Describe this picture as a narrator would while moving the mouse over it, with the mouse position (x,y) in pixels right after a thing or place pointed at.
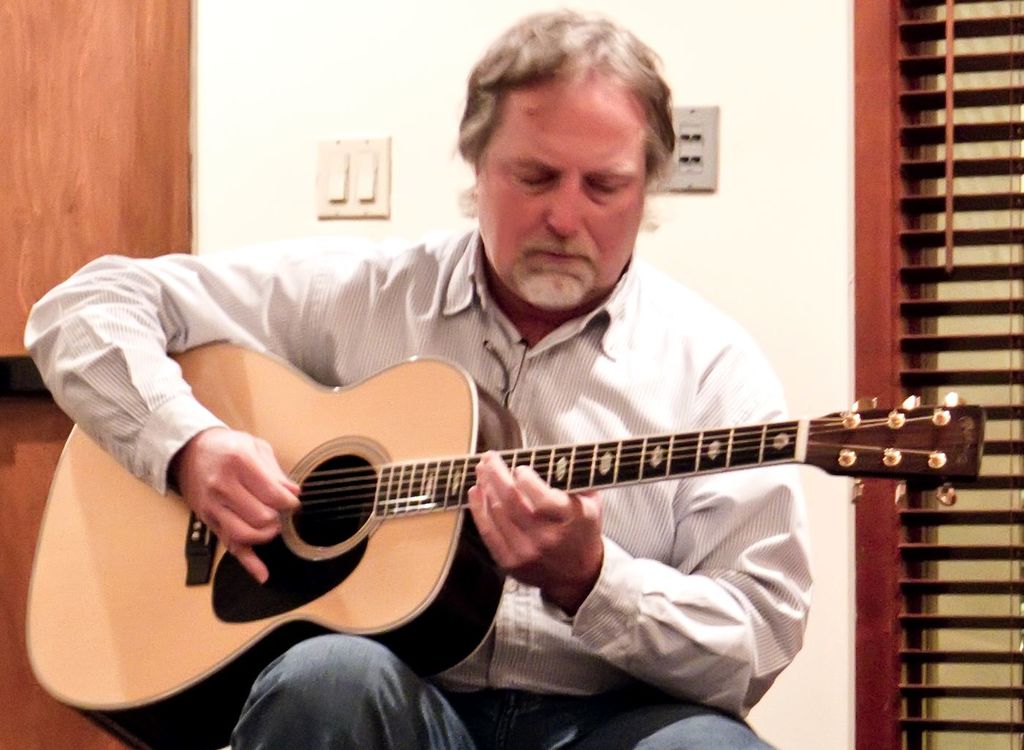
Man (511,329) playing guitar (434,536), in the back (353,175) there is switches (378,188).
